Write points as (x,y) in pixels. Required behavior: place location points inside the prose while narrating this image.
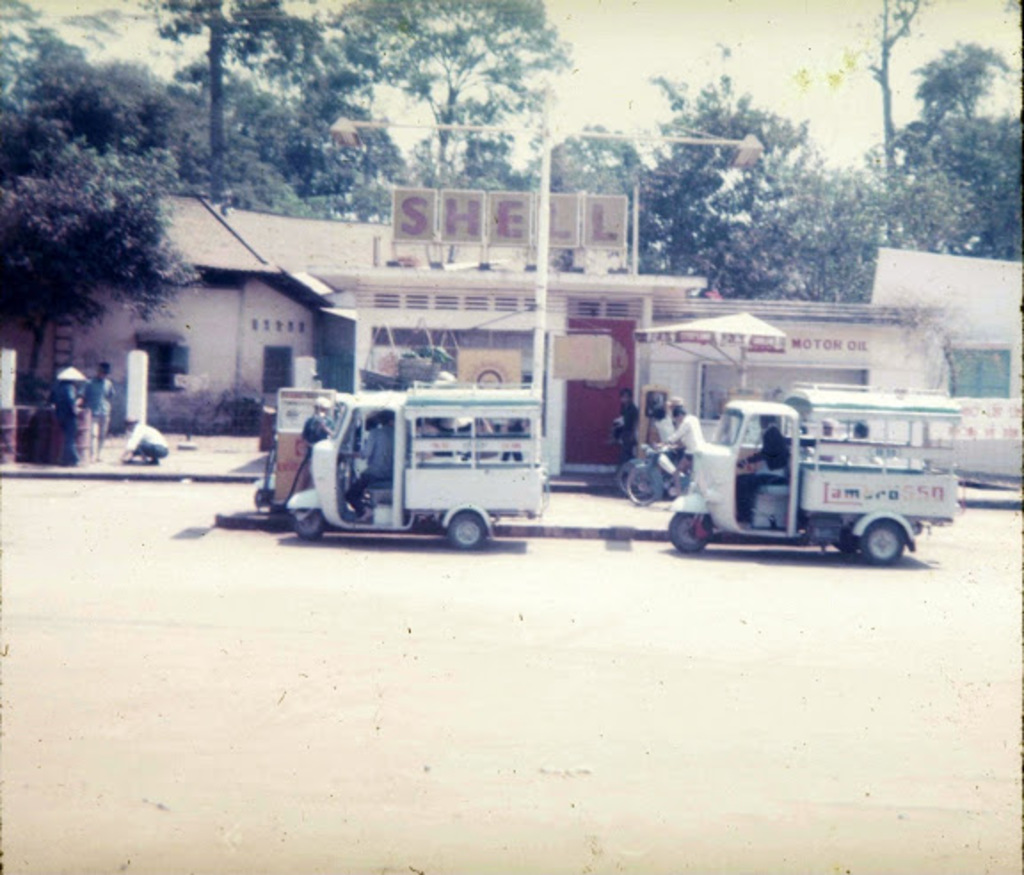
In this picture, we can see a few persons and some of them are in vehicles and we can see some buildings (304,242), posters (586,198), trees (523,178), road (782,627) and the sky (771,0).
